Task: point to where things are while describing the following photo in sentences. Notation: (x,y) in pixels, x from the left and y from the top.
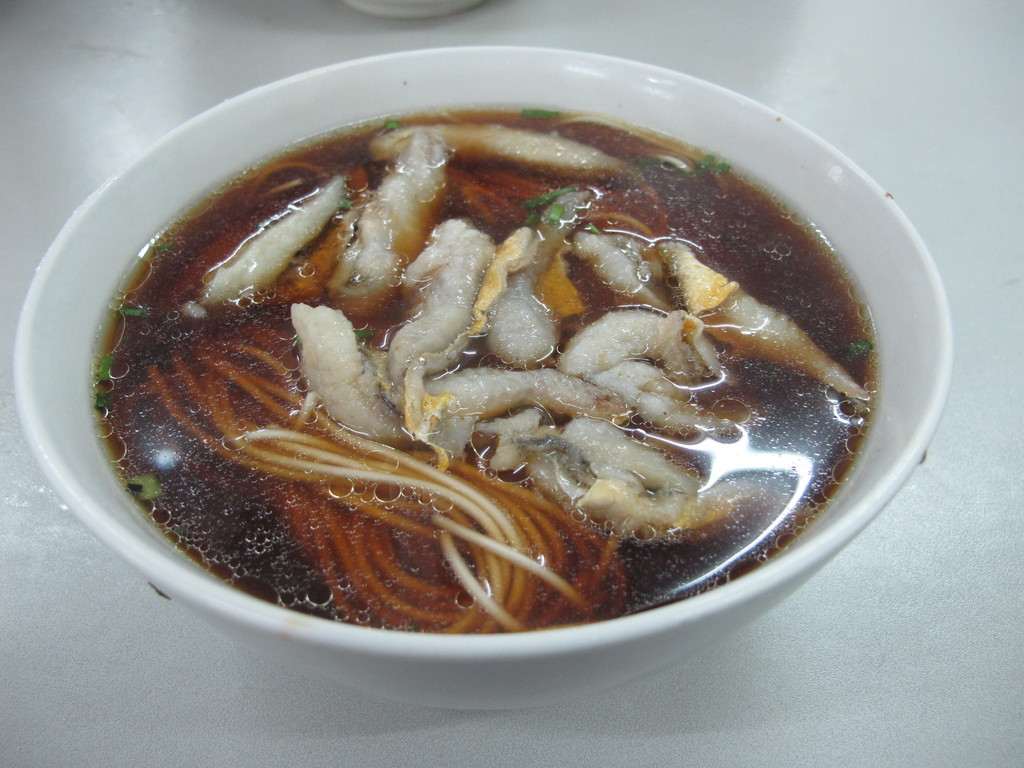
In this image we can see a bowl (216,601) containing food (628,470) is placed on the surface (56,747).
